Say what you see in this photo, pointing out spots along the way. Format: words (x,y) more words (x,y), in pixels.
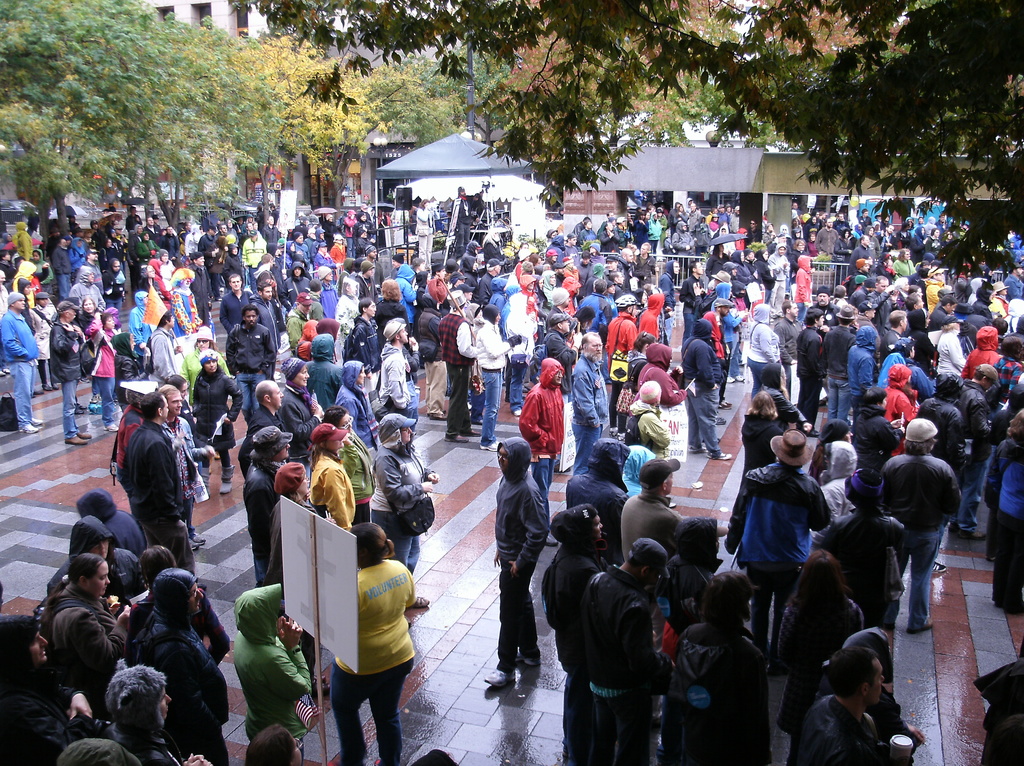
In this image we can see many people (442,307) standing. At the bottom (318,625) there is a board (314,605). In the background (55,202) we can see trees (396,104) and buildings (622,179).
